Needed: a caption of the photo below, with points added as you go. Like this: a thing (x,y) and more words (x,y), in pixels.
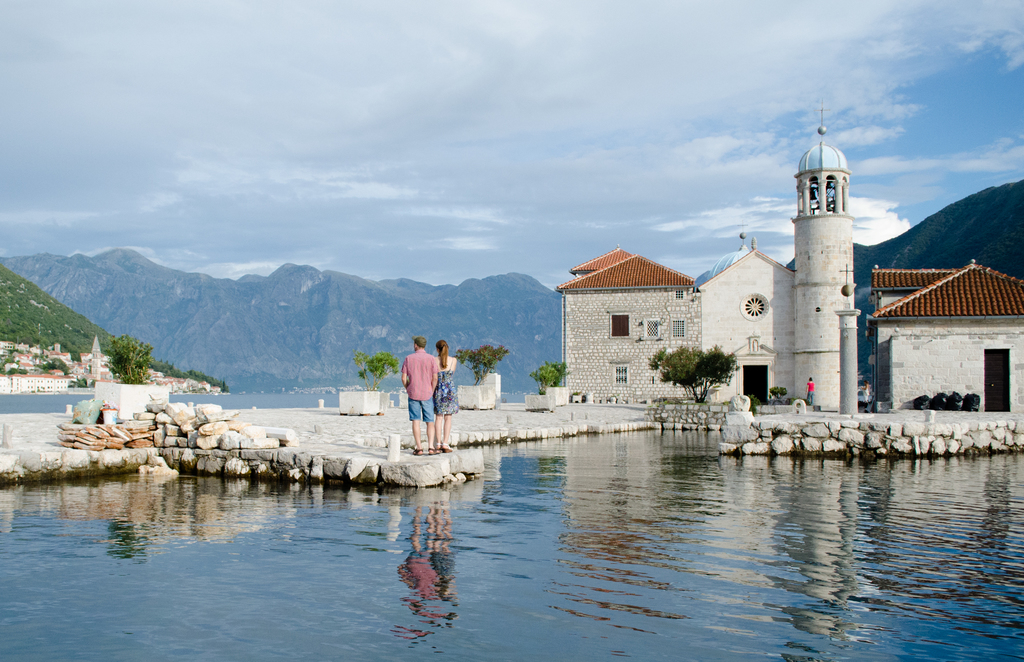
In this image we can see two persons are standing, here we can see the water (592,596), stones (170,415), trees (720,377), stone houses (975,305), hills (548,358) and the cloudy sky (496,190) in the background (498,130).
